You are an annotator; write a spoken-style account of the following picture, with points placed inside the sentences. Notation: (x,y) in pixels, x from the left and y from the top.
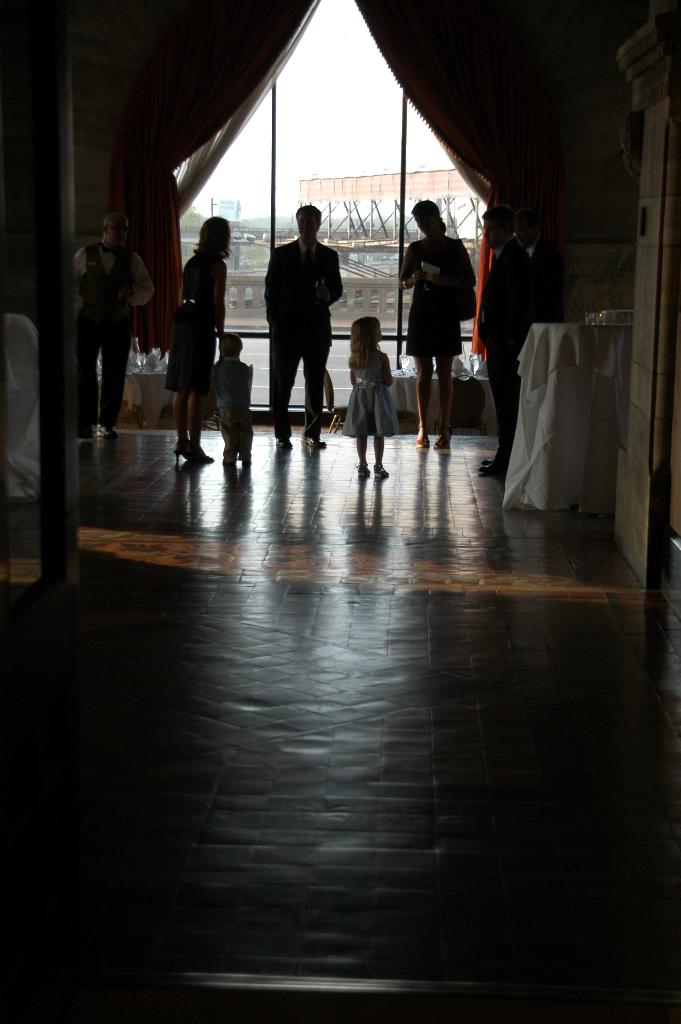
In this image there are a few people (196,328) standing on the floor (330,554). On the right side of the image (561,386) there is a table (596,344) with some stuff (599,320) on it. In the background (267,159) there is a glass door (295,190) and curtains (143,344).
